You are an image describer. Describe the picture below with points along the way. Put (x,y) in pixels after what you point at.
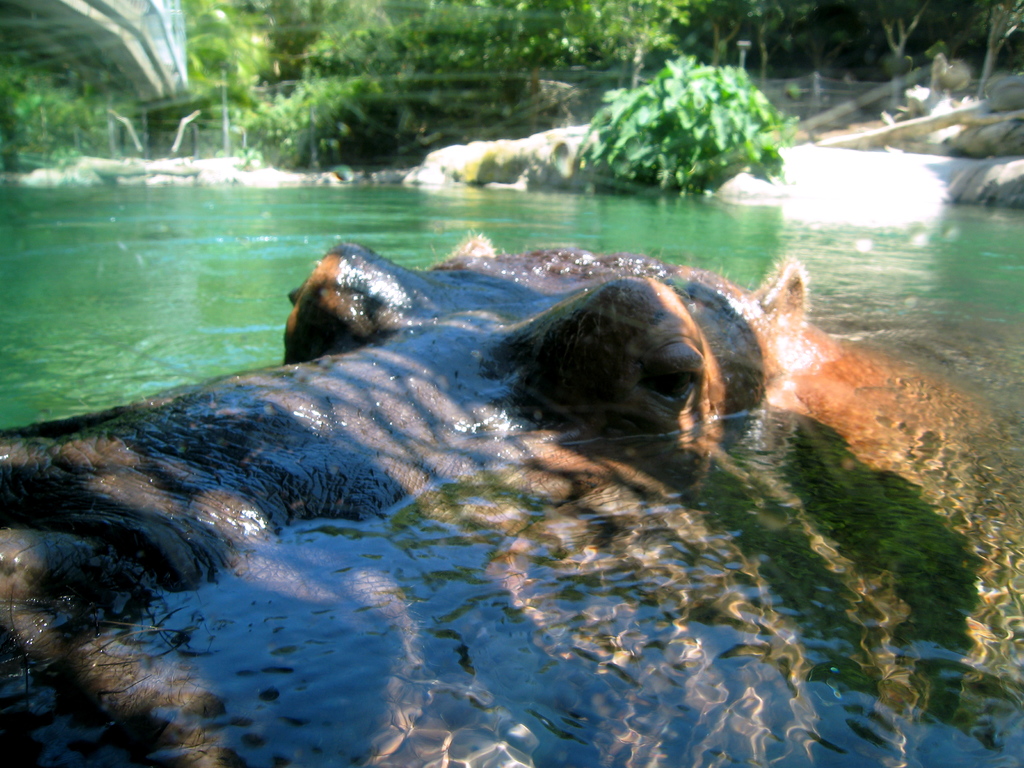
In this image I can see it looks like a hippopotamus (494,561), at the top (52,128) there are trees (709,59).
